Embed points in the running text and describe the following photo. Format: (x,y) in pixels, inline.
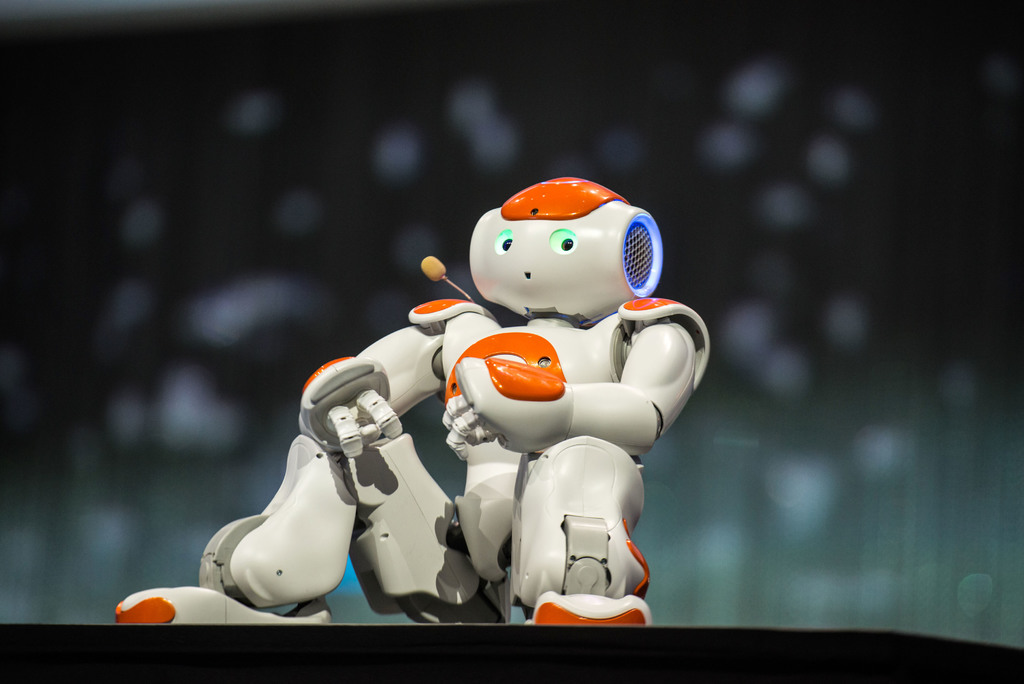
In the center of the image (486,299) we can see robot (327,549).
